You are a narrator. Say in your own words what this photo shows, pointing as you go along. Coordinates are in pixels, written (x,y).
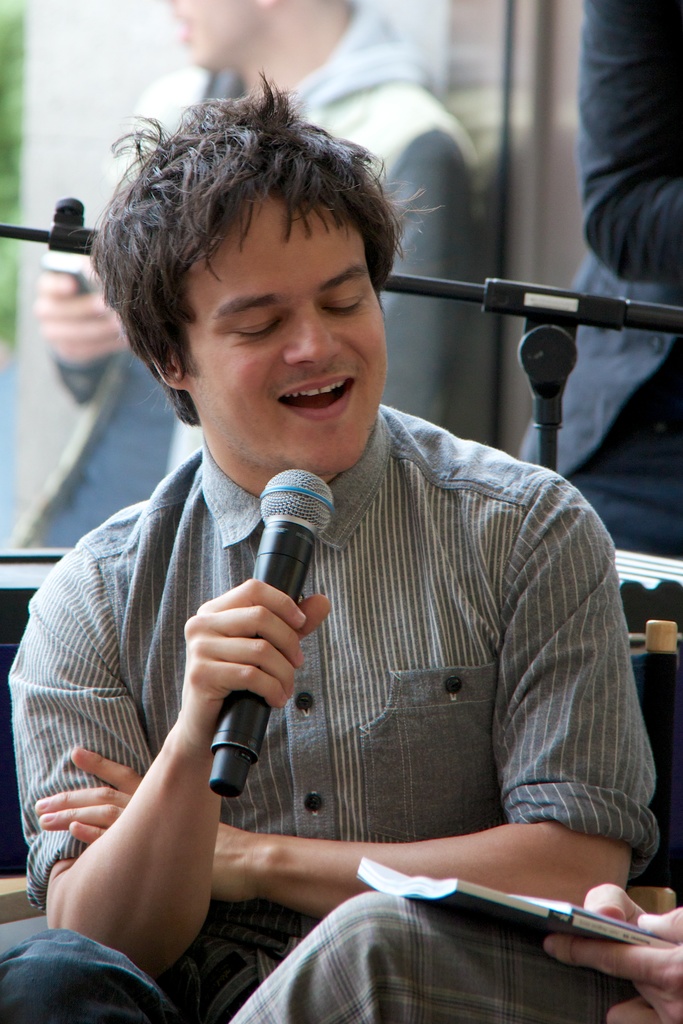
A man (191,639) is sitting holding a mic (308,556). He is singing closing his eye (342,301). He wears a shirt (395,458) with stripes (389,583) on it. There is a mic stand (531,296) behind him and few people (349,136).
